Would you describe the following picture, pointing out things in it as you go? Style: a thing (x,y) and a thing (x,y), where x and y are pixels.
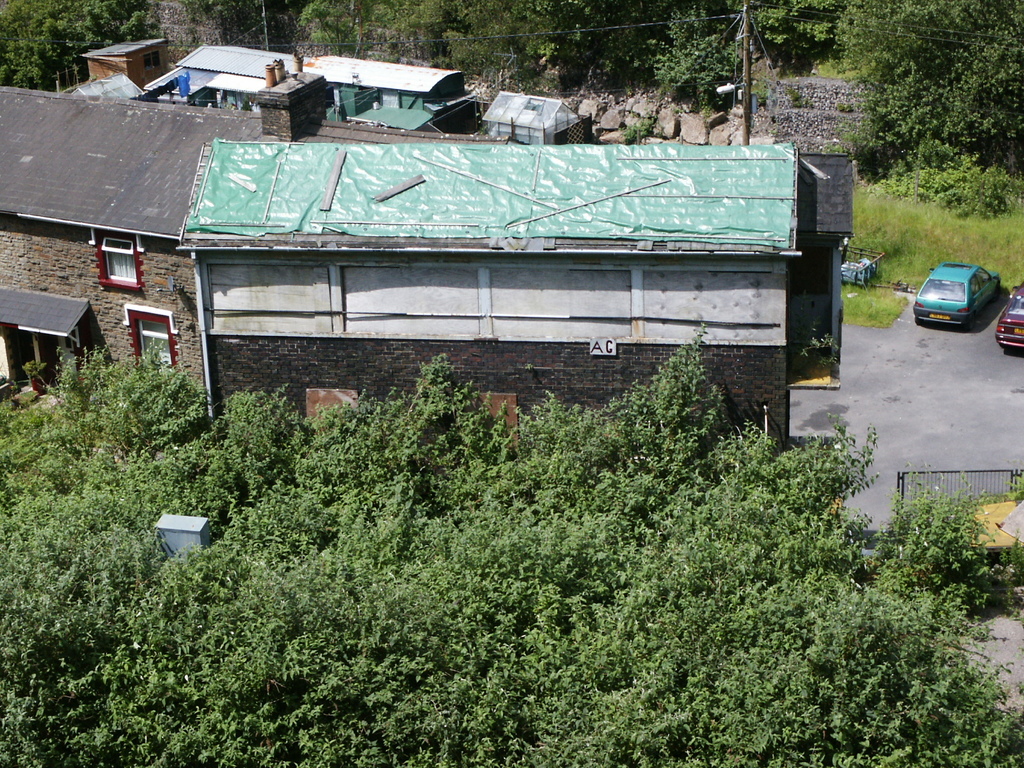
This picture shows couple of buildings (329,137) and houses (394,80) and we see couple of cars (915,315) parked and we see trees (536,465) and grass (912,211) on the ground (931,224).
